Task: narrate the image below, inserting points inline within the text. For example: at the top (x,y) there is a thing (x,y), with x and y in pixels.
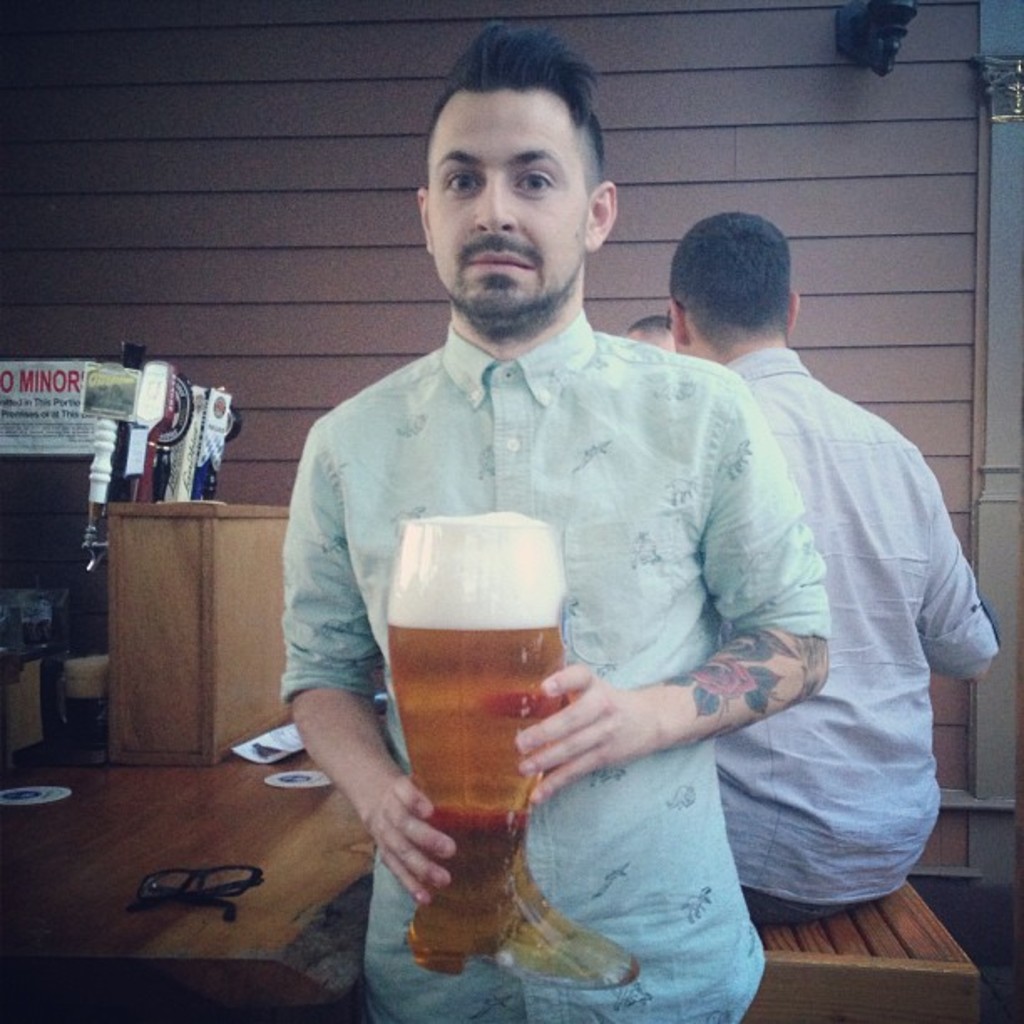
In this image there are three persons (506,428). The man (437,361) is holding a glass (448,759). On the table (198,863) there are glasses (180,880) and some objects (158,507).
